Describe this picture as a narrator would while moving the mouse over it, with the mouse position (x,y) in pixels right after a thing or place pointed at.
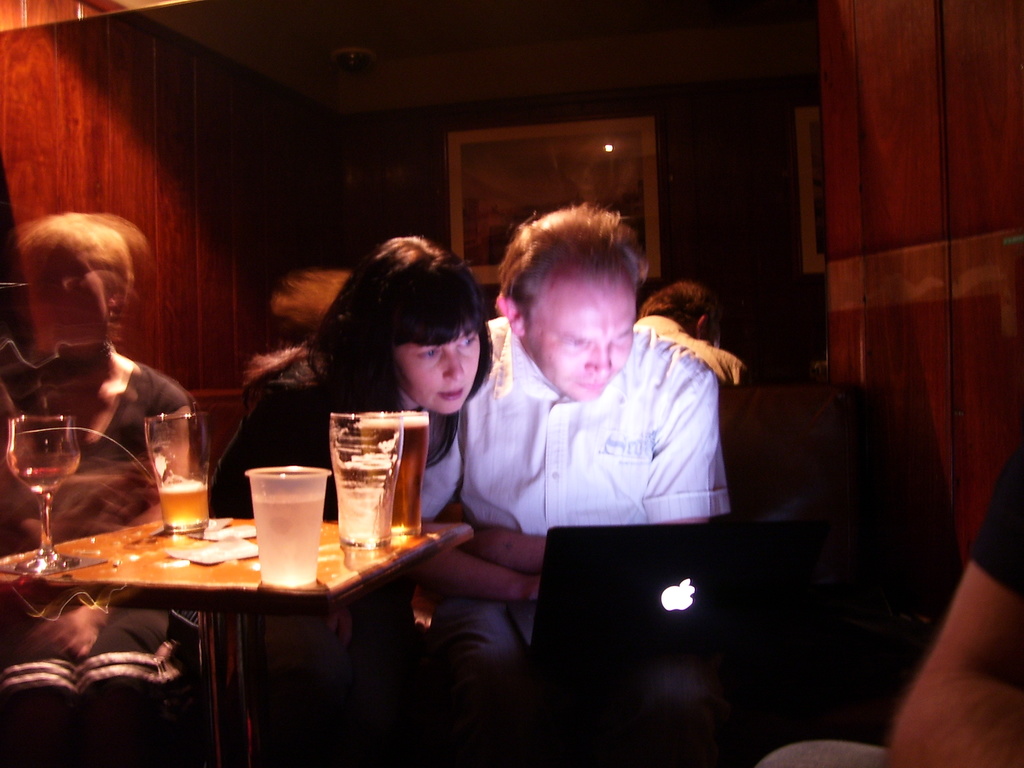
In this picture there is a man (580,421) and a woman (408,381) sitting on the chair (239,401) and both are looking into the laptop (615,560). There are other people (319,282) at the background (687,310). There is a glass (204,469) on the table (246,522). There is a frame (532,188) on the wall (674,131). There is a light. There is also another person (96,511).
